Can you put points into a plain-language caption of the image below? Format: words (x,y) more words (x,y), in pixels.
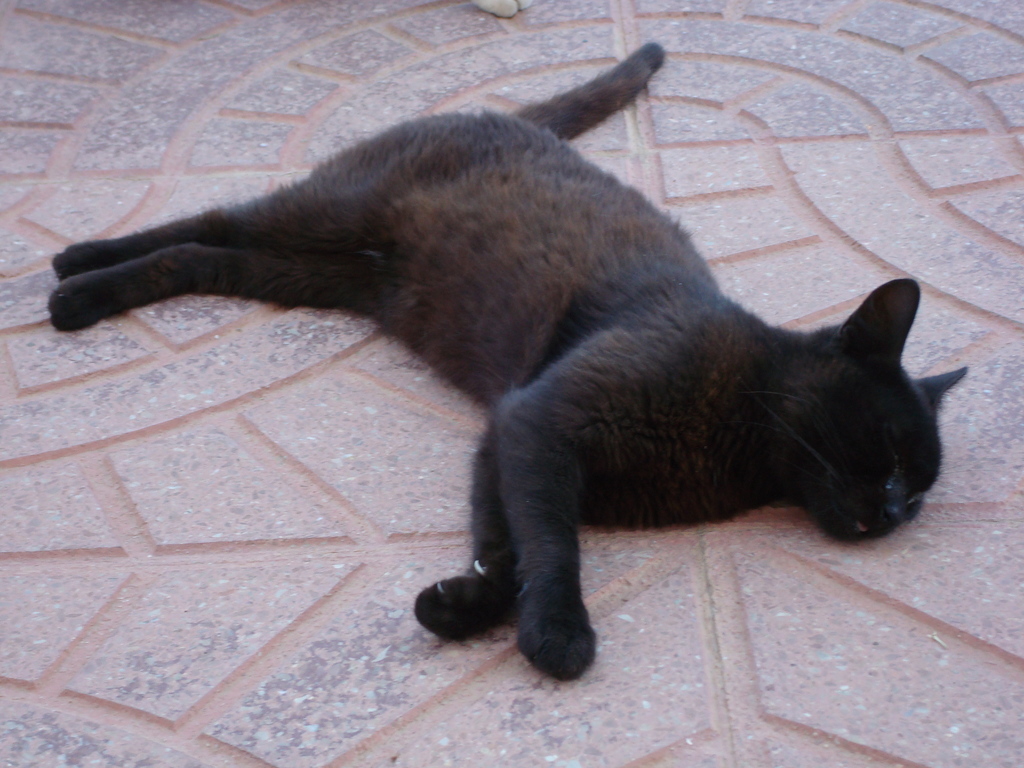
In this image on the ground (388,98) a black cat (546,300) is lying.
